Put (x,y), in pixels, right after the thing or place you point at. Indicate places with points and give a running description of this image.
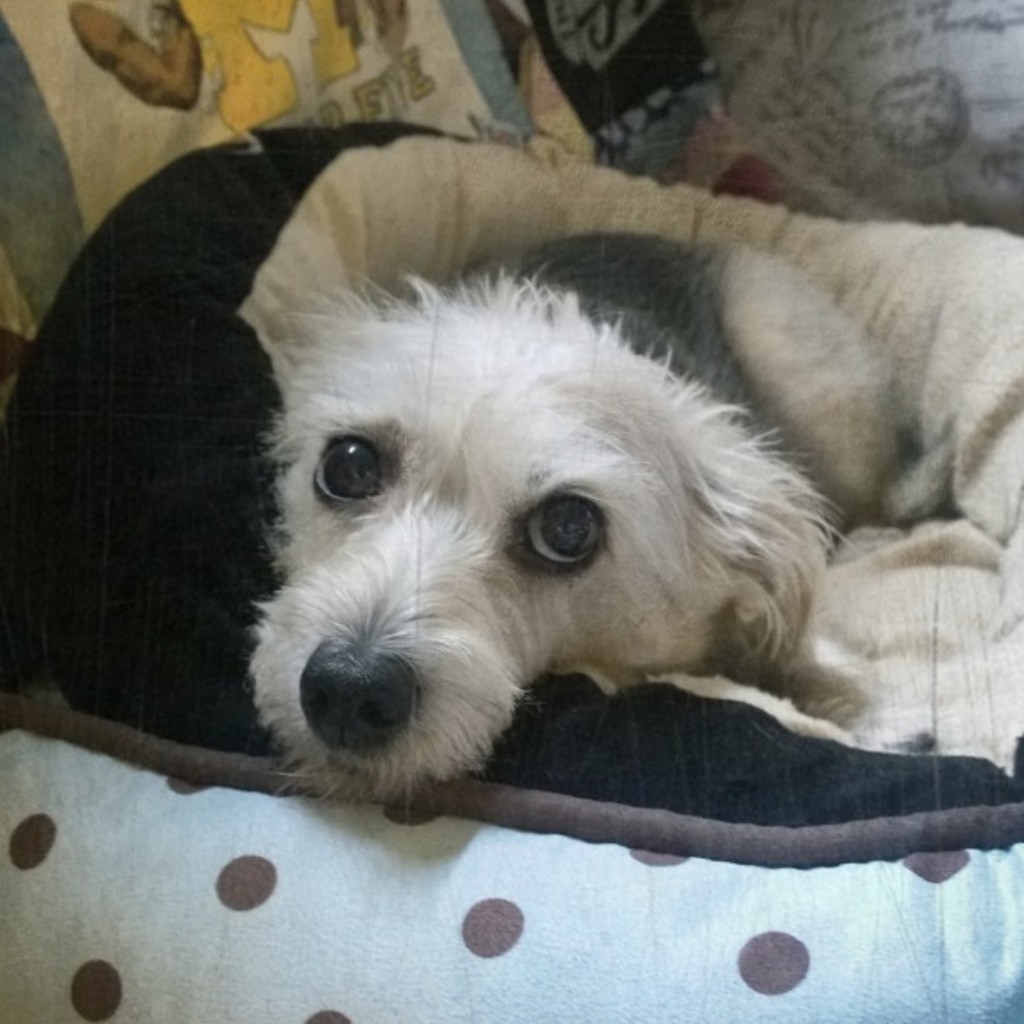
In this picture we can see a dog (592,610) is laying on a cloth (836,615), in the background (856,194) we can see a pillow (865,76).
